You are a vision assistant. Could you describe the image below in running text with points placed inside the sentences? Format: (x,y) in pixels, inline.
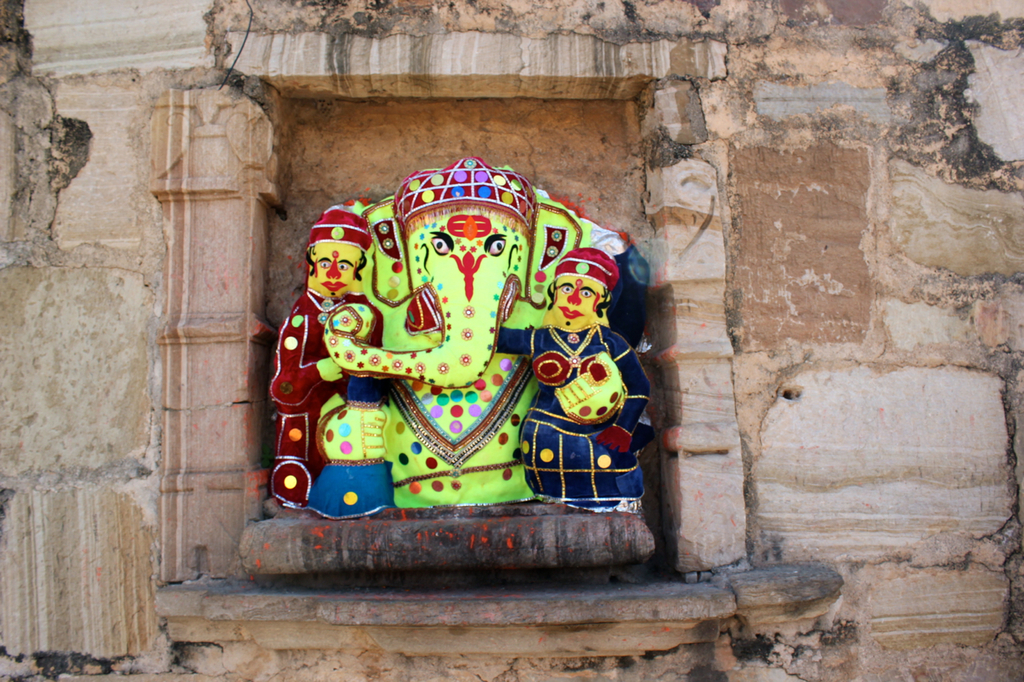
In the picture we can see a historical wall (634,644) with a god Ganesha sculpture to it and beside we can see two person sculptures (332,292) to it.
